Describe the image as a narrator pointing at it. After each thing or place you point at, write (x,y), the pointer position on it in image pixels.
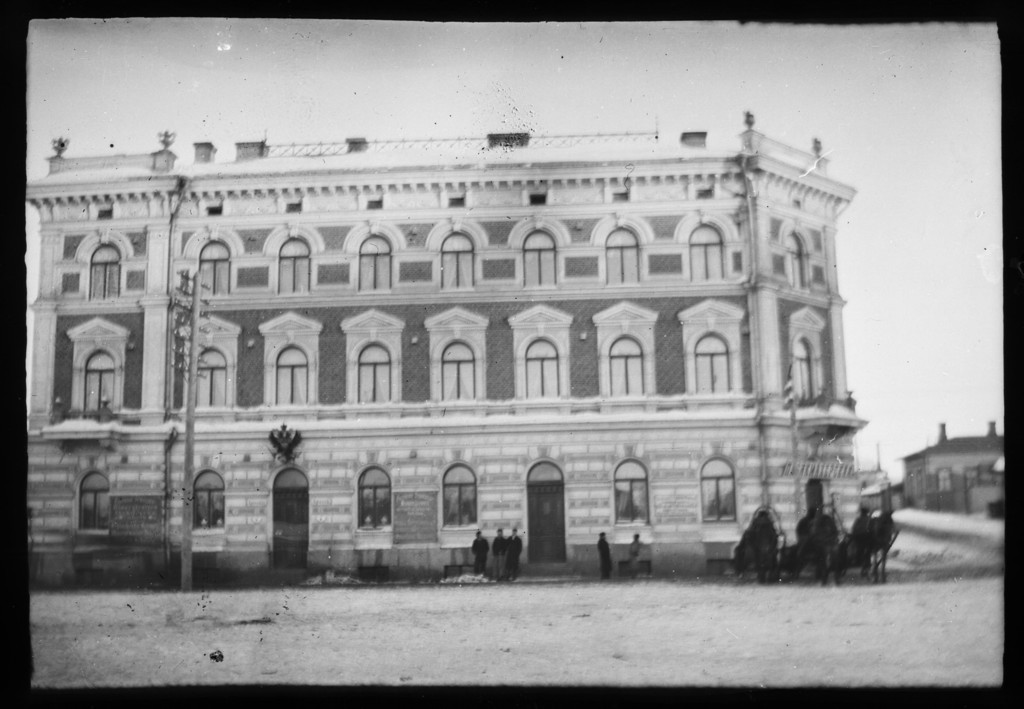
In this image we can see there is a poster (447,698) with buildings (616,314) and there are people (858,538) standing on the ground (560,596). And there is a current pole (178,316) and the sky (621,71).
